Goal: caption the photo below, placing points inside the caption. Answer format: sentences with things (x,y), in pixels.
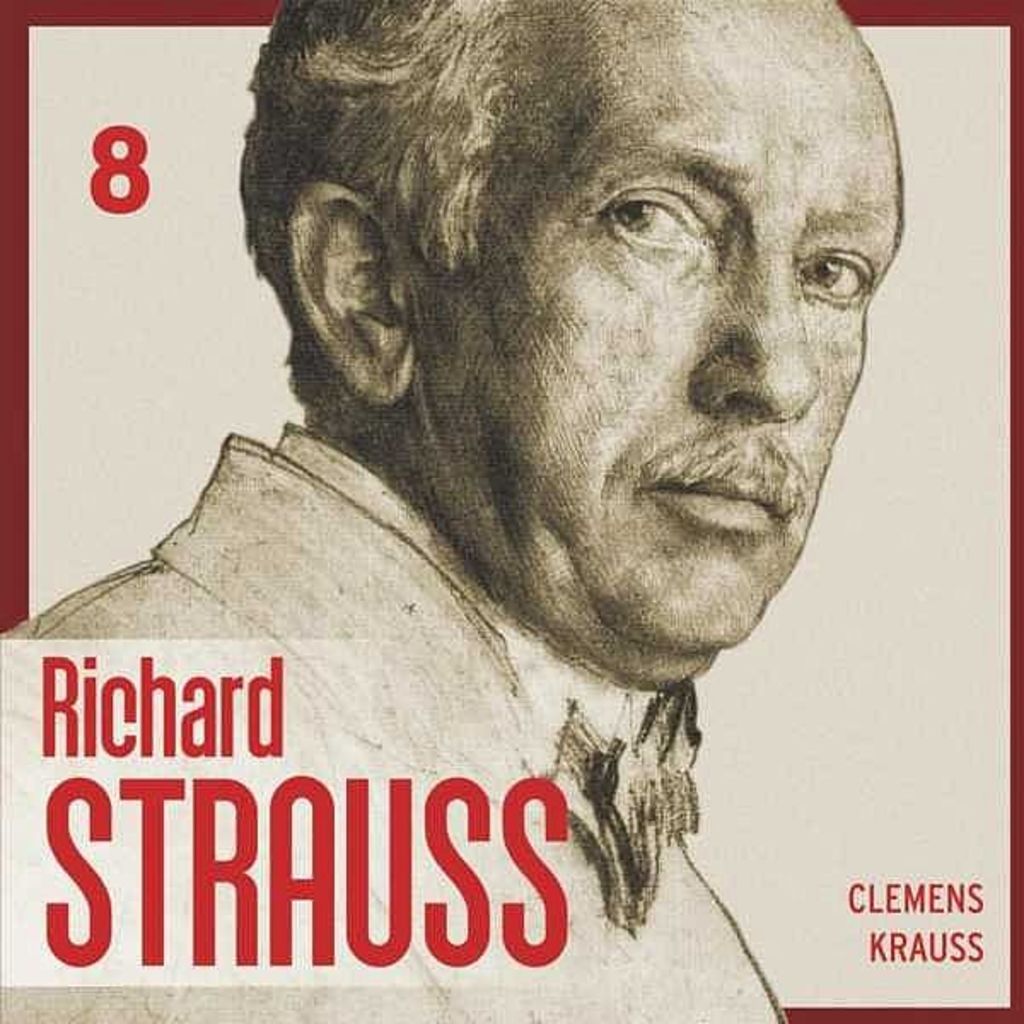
In this image I can see a person (533,669), text (49,751) and white color background (860,903). This image looks like a photo frame.
